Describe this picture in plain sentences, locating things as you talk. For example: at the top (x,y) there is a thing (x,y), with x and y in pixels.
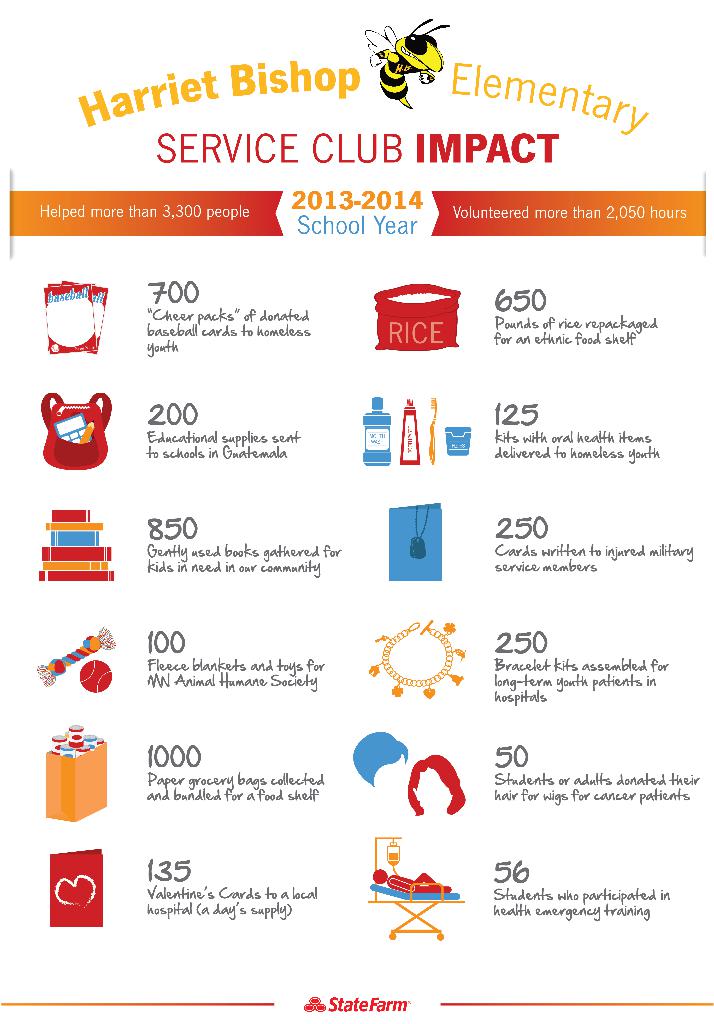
This is the poster (372,160) where we can see different service activities and their numbers (520,751).
